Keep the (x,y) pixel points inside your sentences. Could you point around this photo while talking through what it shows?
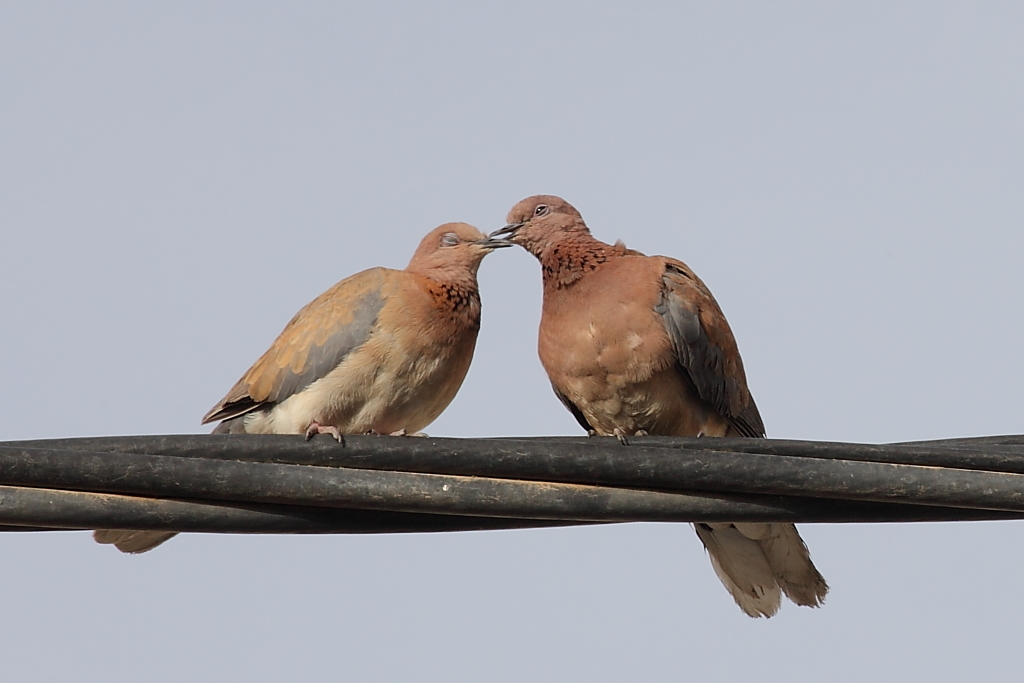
In this picture there are birds (590,389) standing on the wires (398,446) and the sky (275,237) is cloudy.
